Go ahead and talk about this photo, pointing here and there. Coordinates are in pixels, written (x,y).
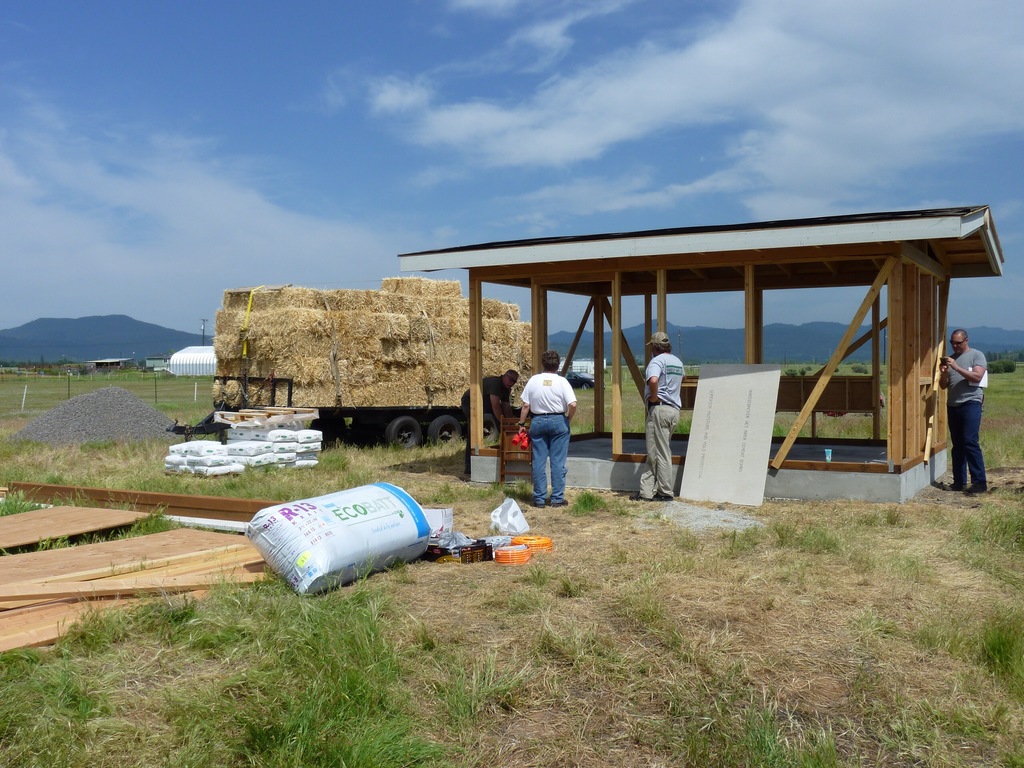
In this picture we can see a vehicle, shed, persons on the ground (614,587) and we can see sky (418,45) in the background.
